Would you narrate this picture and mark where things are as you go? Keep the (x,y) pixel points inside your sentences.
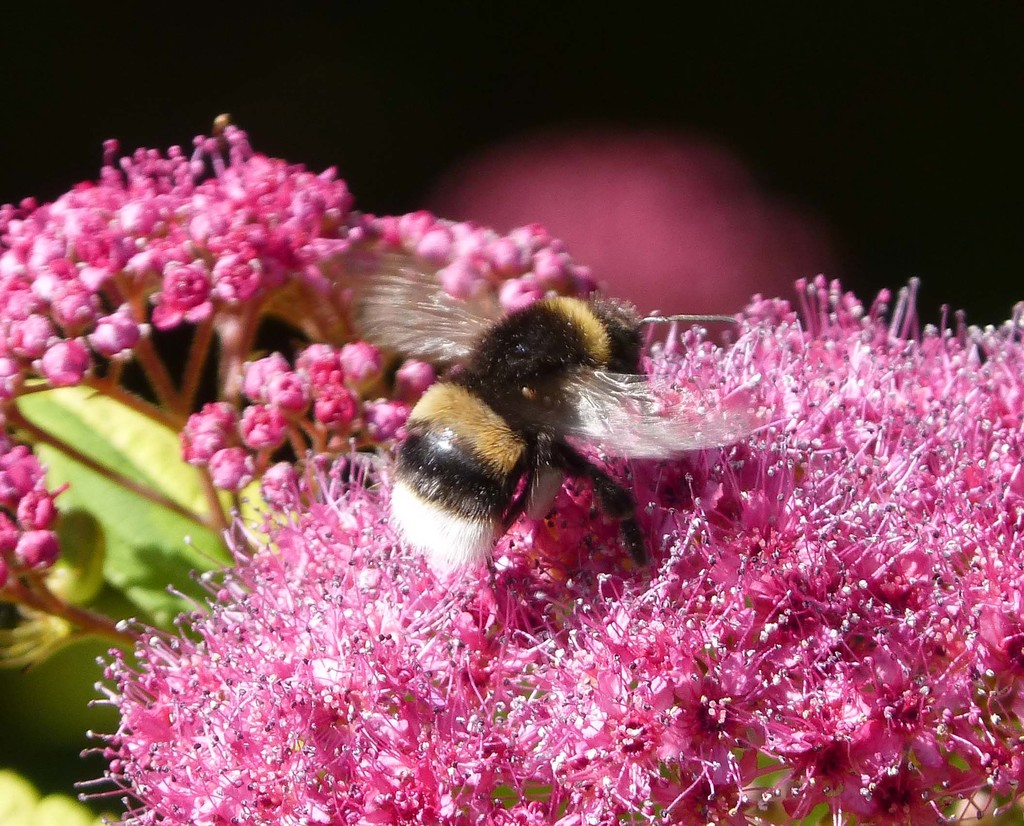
In this picture there is an insect (503,437) on pink color flowers (672,552).
